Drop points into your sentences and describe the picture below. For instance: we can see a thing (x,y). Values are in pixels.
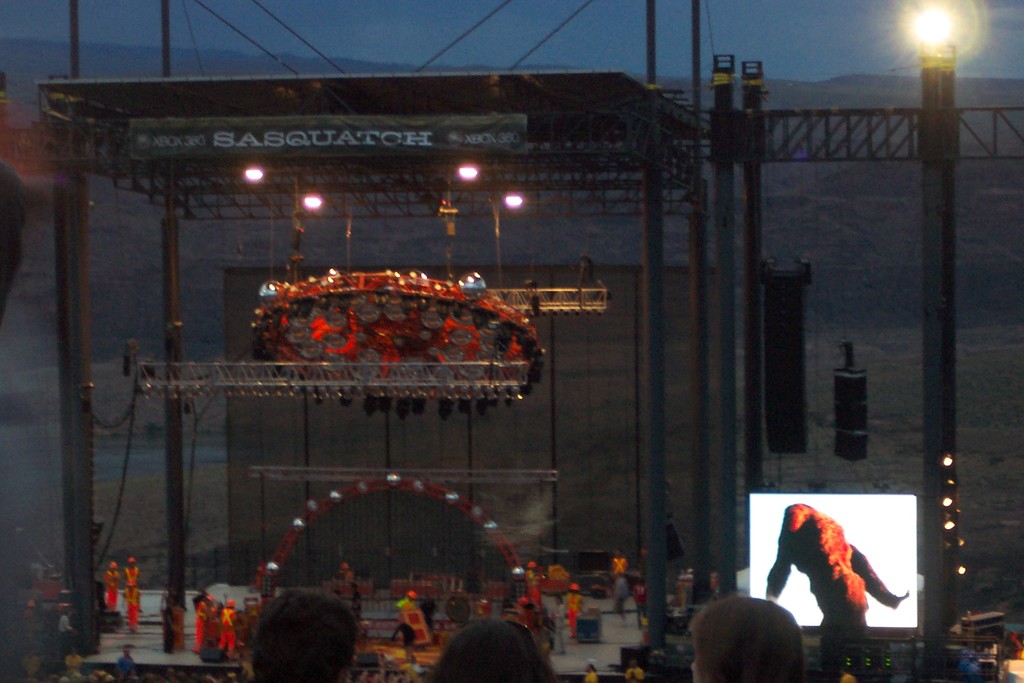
In this picture, there is a stage (521,199) with poles (656,416) and rods (459,179). In the center (518,312), there is a machine (485,282) which is in orange in color. At the bottom (540,593), there are people (540,593) wearing orange jackets (523,598). Towards the right (895,596), there is a screen (887,524). Towards the top right (931,10), there is a light (936,27) to a pole (924,201). At the top (391,51), there is a sky (374,48).
